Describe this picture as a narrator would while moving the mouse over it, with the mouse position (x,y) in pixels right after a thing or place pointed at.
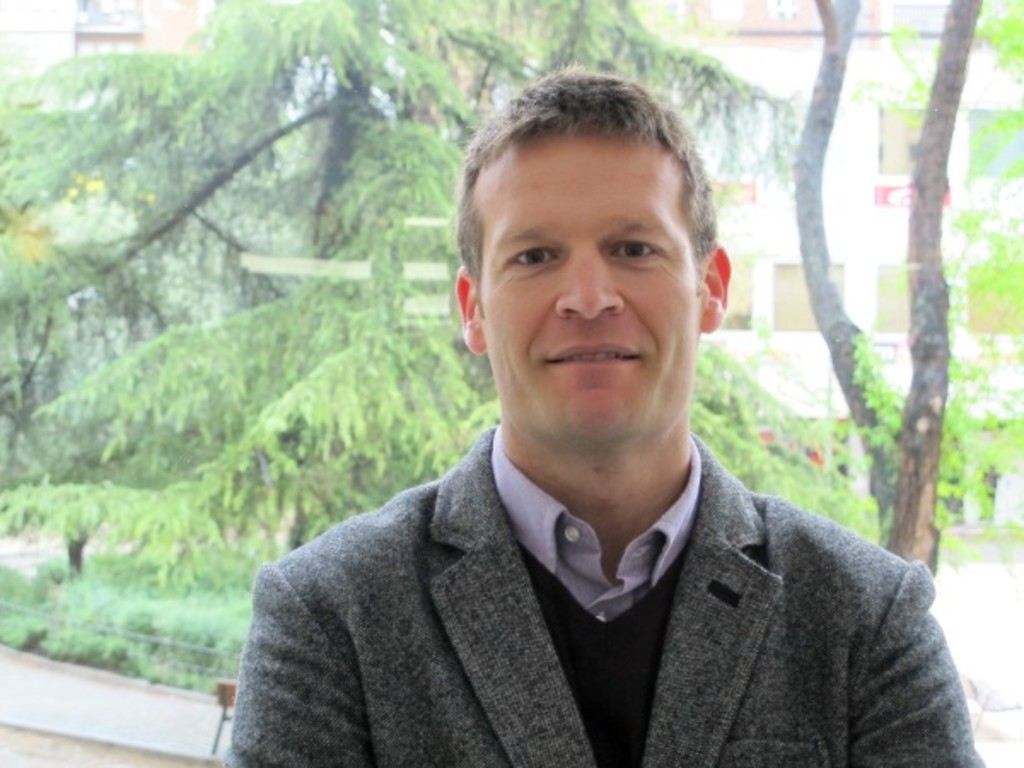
In this image there is a man (466,537) in the middle (603,349) who is wearing the ash color jacket (450,649). In the background (251,387) there are trees (201,314) on the left side (182,297) and a building (790,192) on the right side (864,273).
